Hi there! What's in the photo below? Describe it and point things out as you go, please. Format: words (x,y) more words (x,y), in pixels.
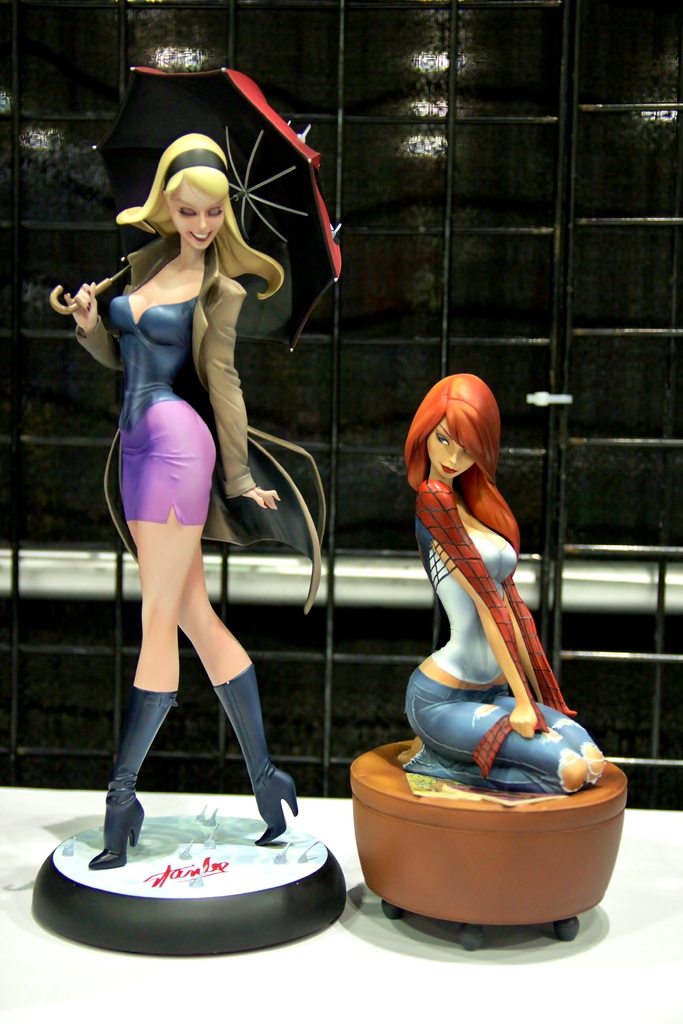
In this image I can see depiction (469,686) of two women's (275,799) on the table (446,961). In the background (554,136) I can see a metal grid (97,117). This image is taken may be in a showroom (435,624).
